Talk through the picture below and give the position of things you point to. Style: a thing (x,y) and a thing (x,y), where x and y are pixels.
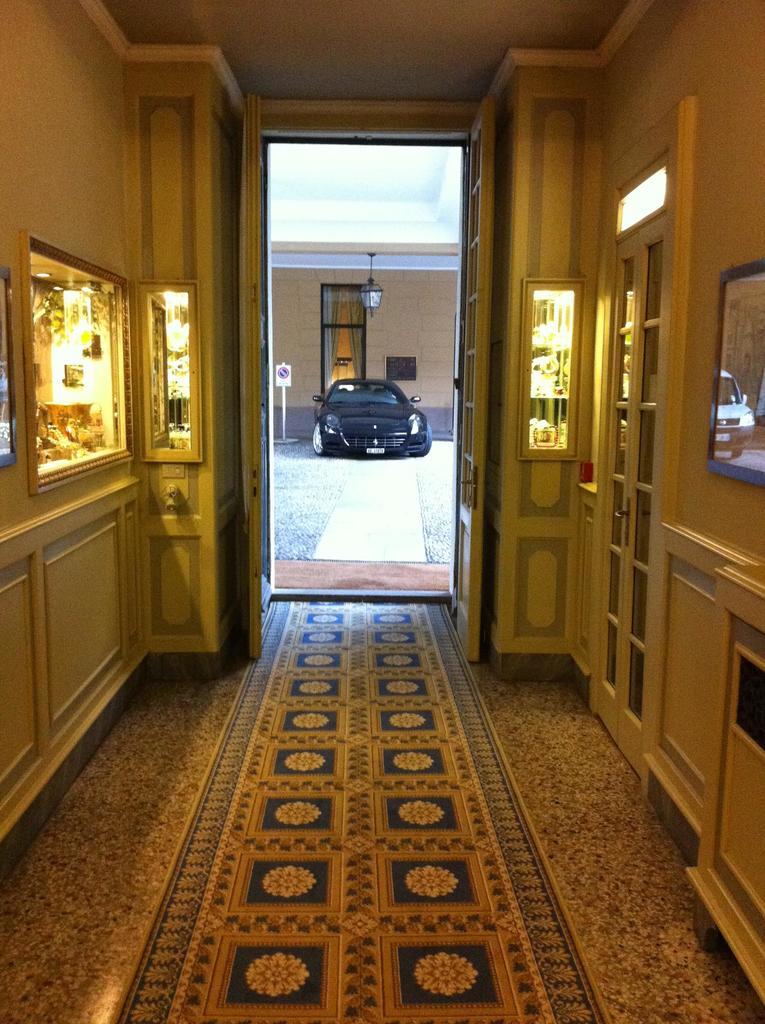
In this picture we can see a carpet (391,813) on the floor (590,785), doors (637,436), walls (694,463), mirror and some objects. In the background (307,447) we can see a car (396,396) on the ground (384,504), signboard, window (348,296) with curtains (330,318) and a lamp (369,279).
